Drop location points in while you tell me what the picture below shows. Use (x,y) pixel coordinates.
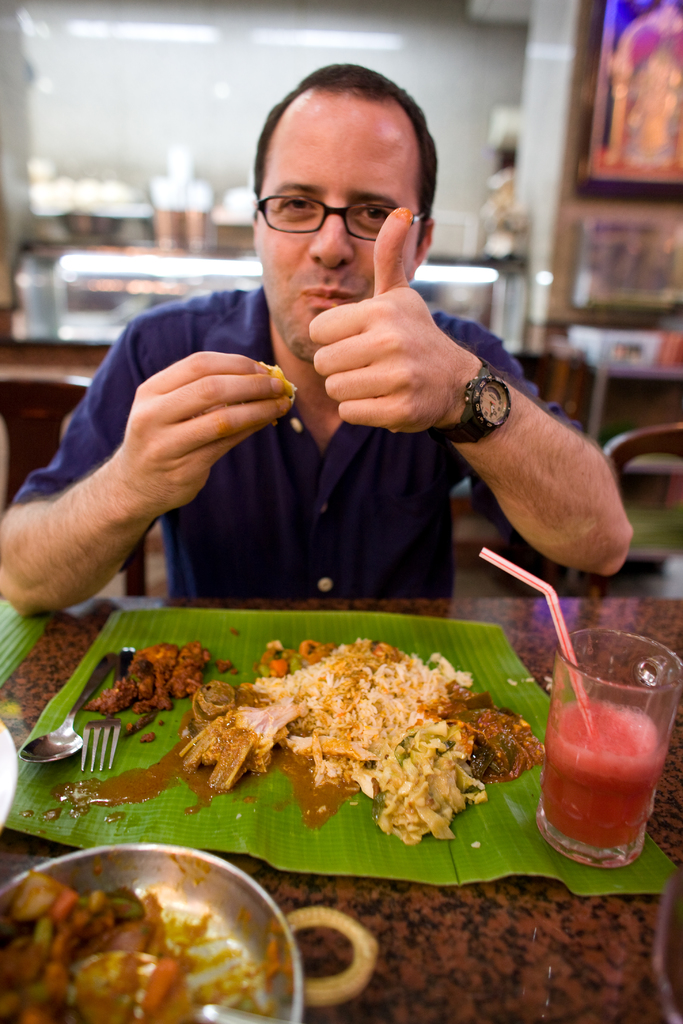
At the bottom of the image (548,690) we can see a table (545,632), on the table (680,635) we can see some bowls (196,857), glasses (650,793), leaf (214,665), food (148,675), spoon (108,671) and fork (126,656). Behind the table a person (368,179) is sitting and smiling. Behind him we can see a wall (273,58), on the wall (562,79) we can see some frames (664,4) and bowls (55,177). At the top of the image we can see some lights (23,15).
